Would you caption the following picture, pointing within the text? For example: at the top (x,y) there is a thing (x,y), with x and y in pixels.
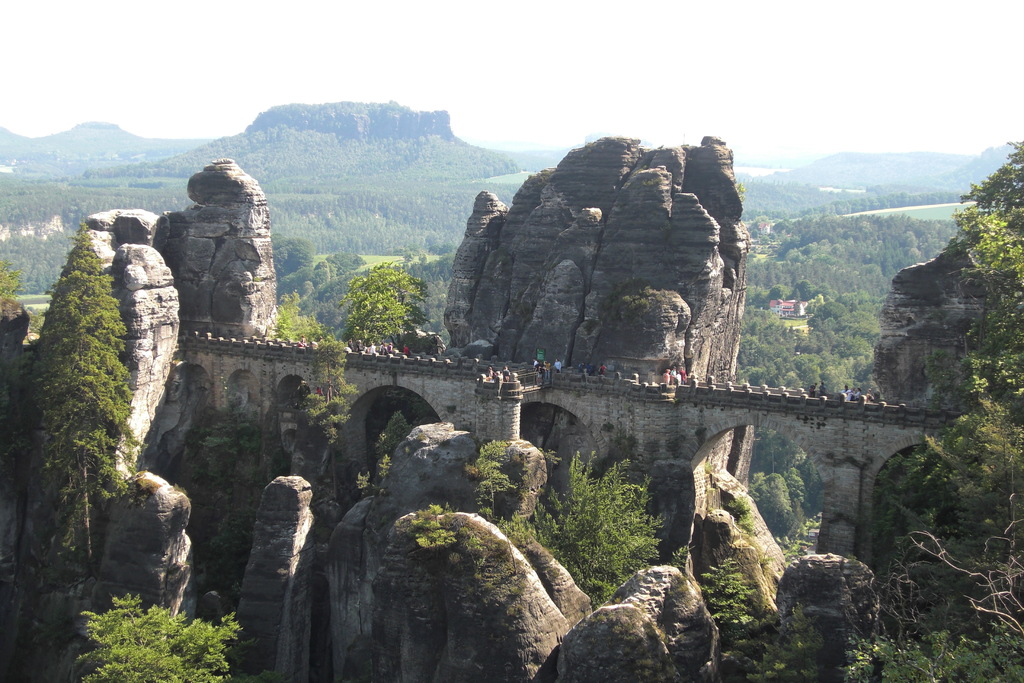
At the bottom of the picture (551,554), we see the trees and the rocks (403,518). In the middle (484,424), we see a bridge (747,388) and the people (545,364) are standing. We see a big rock (617,366) and beside that, we see the rocks (152,225). There are trees (790,215) and the hills (371,172) in the background (318,127). At the top (704,105), we see the sky (742,110).
